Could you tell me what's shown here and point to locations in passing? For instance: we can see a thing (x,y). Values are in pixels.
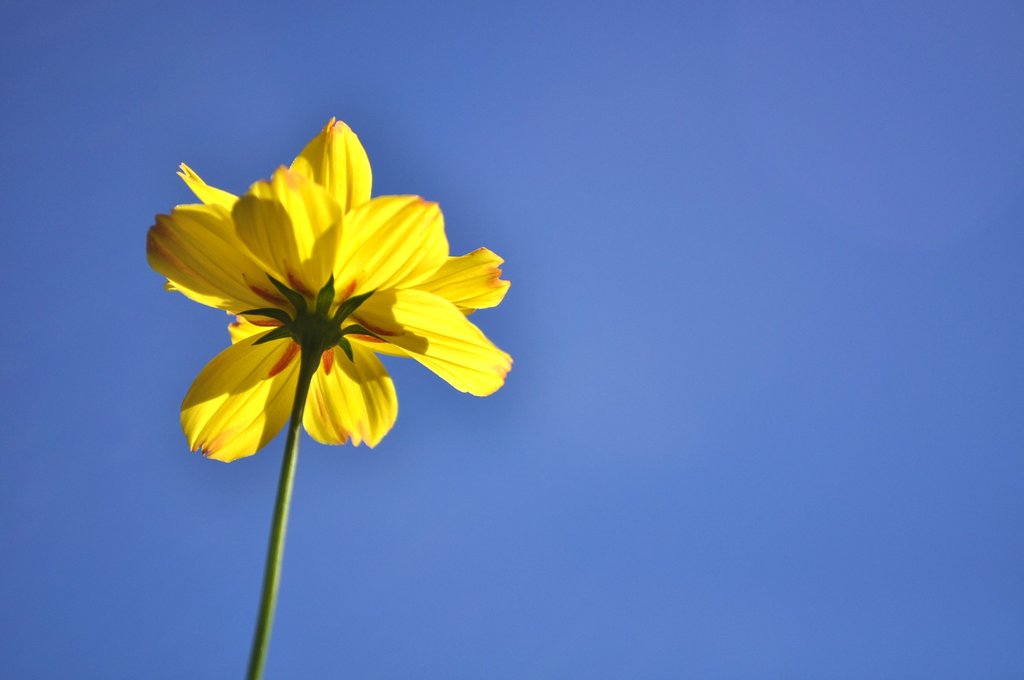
In this image I can see yellow colour flower (300,258) and in the background (575,316) I can see blue colour.
